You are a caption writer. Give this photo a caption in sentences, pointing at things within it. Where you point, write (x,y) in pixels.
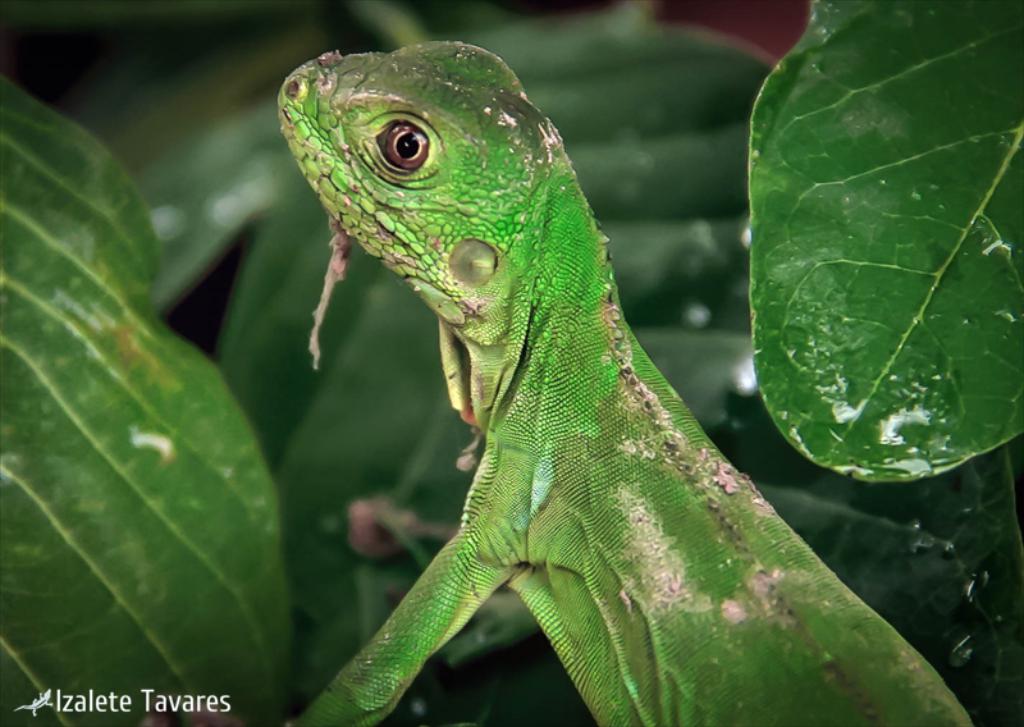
In this image I can see a reptile (525,540) in green color. Background (701,204) I can see leaves (232,182) in green color.
